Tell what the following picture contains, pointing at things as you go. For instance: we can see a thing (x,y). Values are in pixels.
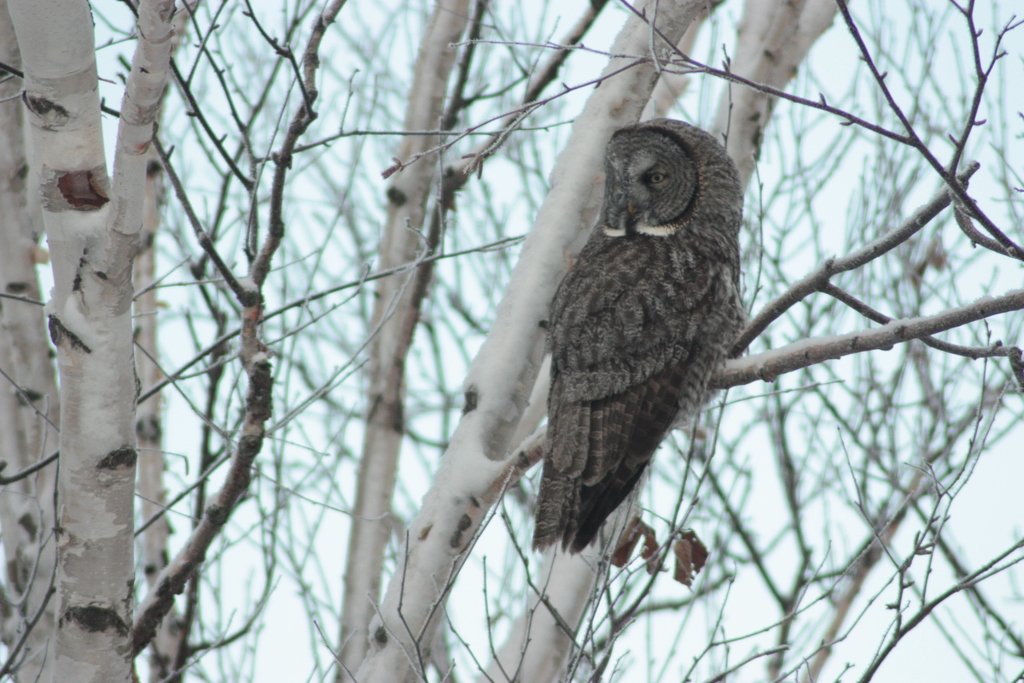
In the image there are dry trees (406,327) and there is a bird (571,387) standing on the branch (518,466) of a tree (493,476).
